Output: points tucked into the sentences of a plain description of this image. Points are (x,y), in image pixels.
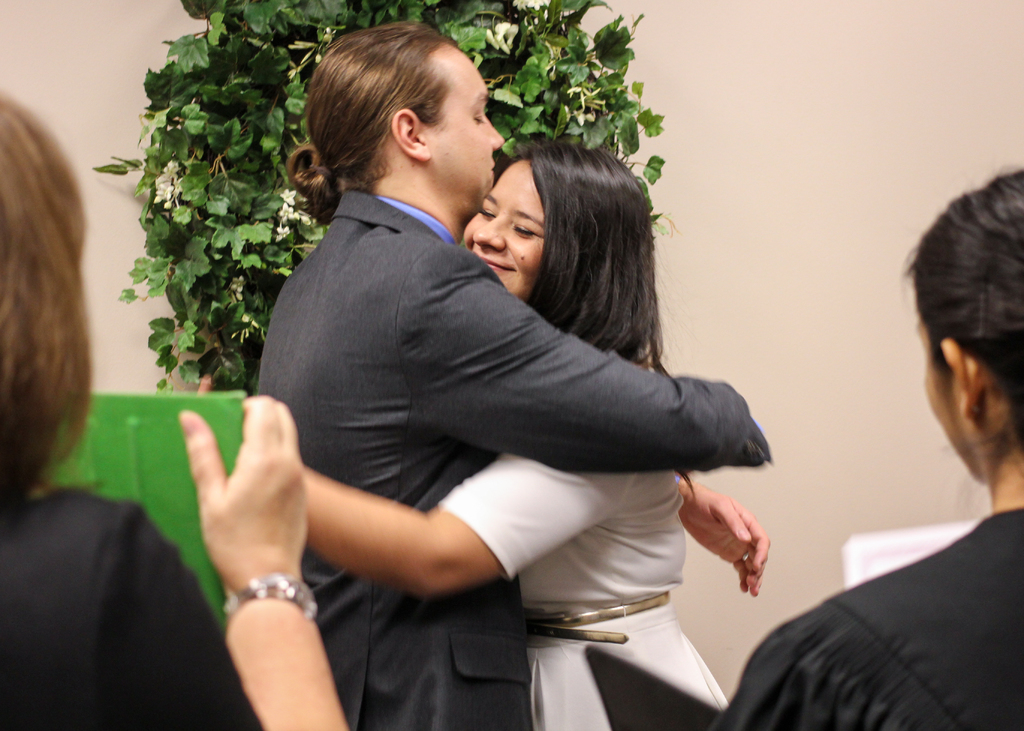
In this image, we can see a few people (420,248). Among them, two of them are hugging. In the background (751,201), we can see a wall (727,128) and a plant (217,139) with some flowers (285,202) on it.
